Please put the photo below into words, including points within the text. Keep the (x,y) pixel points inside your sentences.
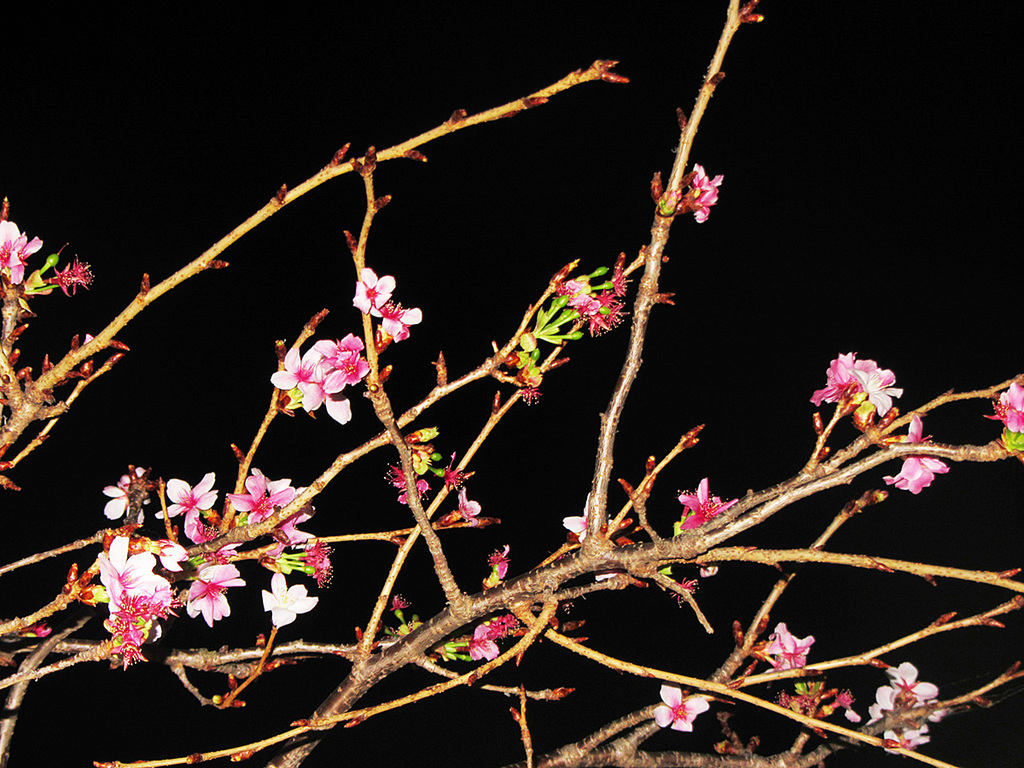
In this picture I can see tree branches (596,536) with flowers (287,372) and I can see dark background (756,174).
